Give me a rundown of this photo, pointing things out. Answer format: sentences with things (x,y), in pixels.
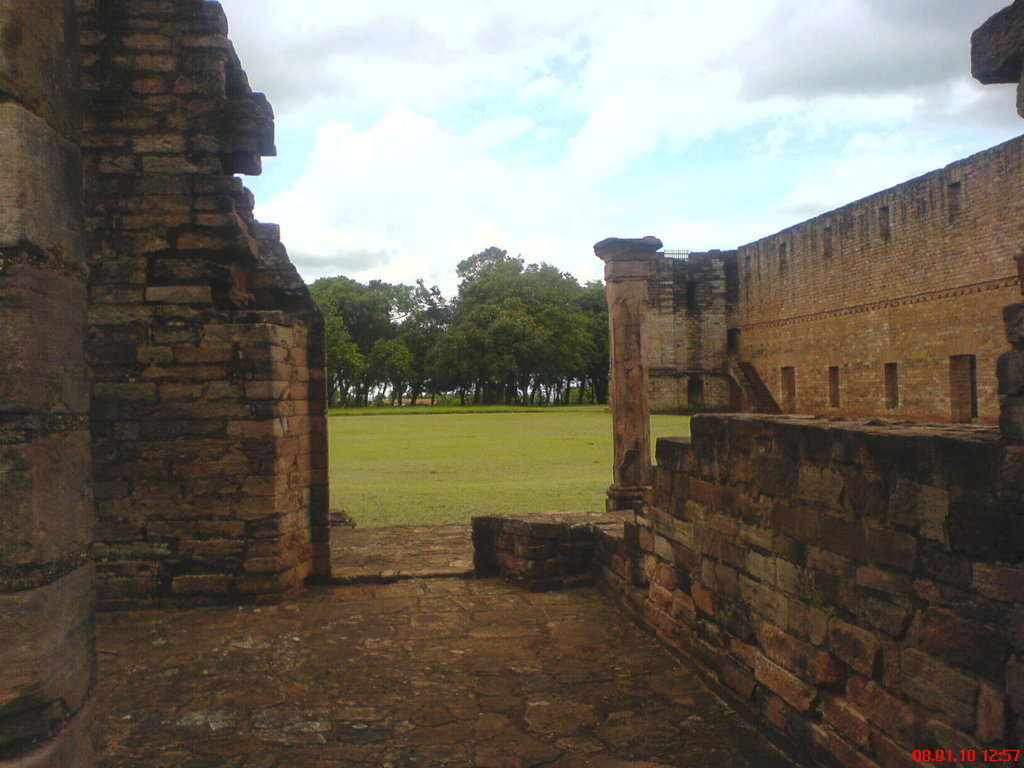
In this picture we can see walls (816,563), pillar (638,457) and grass (469,464). In the background of the image (457,361) we can see trees (461,348) and sky (492,45) with clouds (493,50). In the bottom right side of the image (924,757) we can see time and date (924,757).
